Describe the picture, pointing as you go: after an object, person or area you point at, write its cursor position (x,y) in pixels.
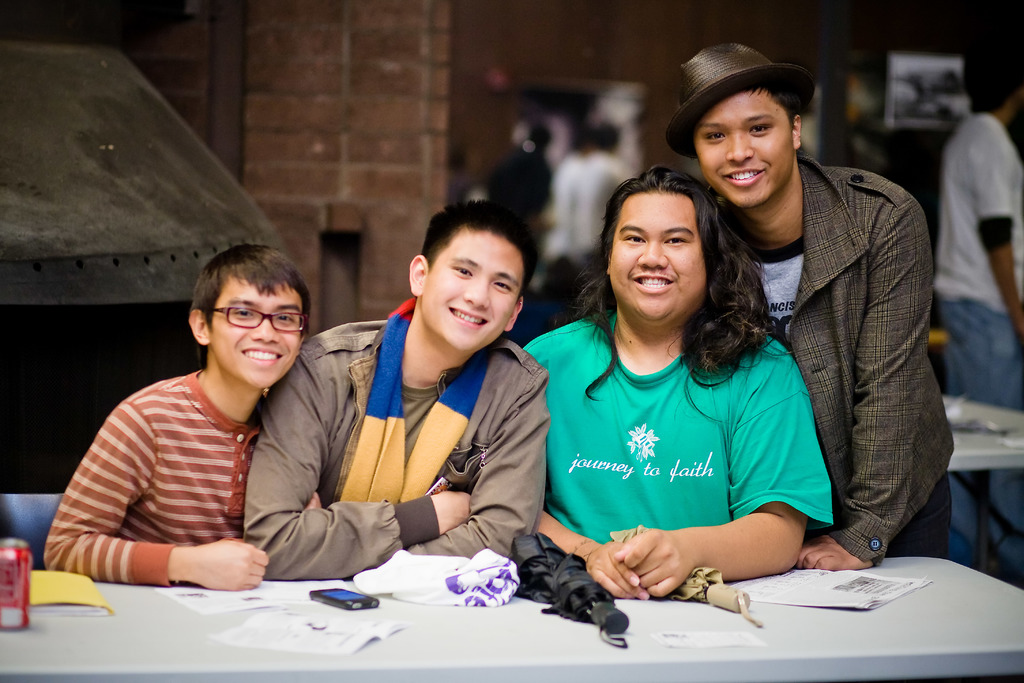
In this picture we can see four persons (661,412) are smiling in the front (836,430), there is a table (816,618) at the bottom (740,656), there are umbrellas (733,594), a tin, a mobile phone (371,600), papers (775,591), a cover (474,586) and a file (43,582) placed on the table (523,664), in the background (1005,181) we can see some people (967,186), a table (984,456) and a wall (575,81), there is a blurry background (621,55).
